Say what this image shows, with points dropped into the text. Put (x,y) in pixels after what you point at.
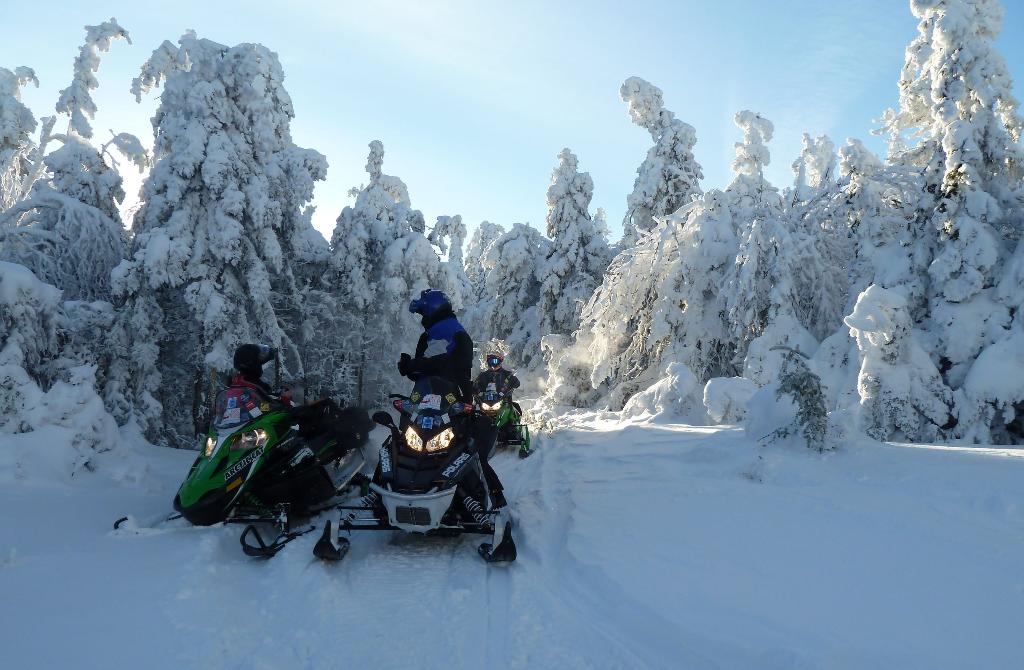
In this image we can see a group of people (462,365) riding the snowmobiles (387,450) on the ice (443,553). We can also see a group of trees (700,297) covered with snow (546,301) and the sky (465,96) which looks cloudy.
